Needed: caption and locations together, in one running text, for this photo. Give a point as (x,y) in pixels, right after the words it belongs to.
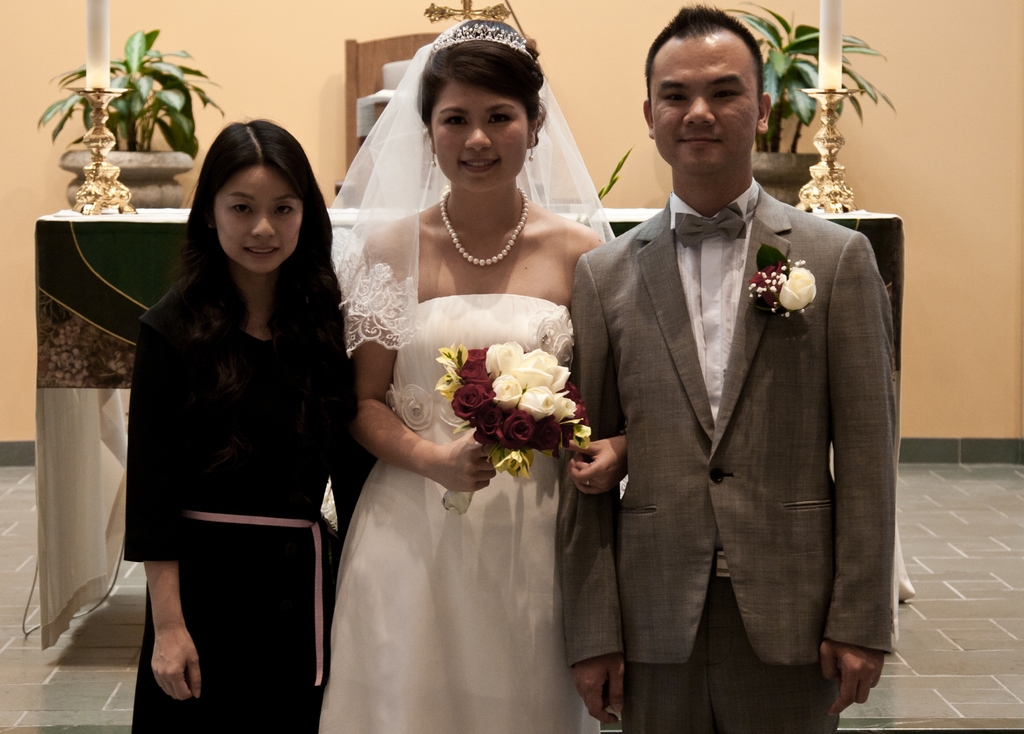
There are three people (517,295) standing and this woman (493,343) holding flowers (482,437). Background (166,41) we can see plants (766,36), candles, wall (178,32) and floor (44,664).
